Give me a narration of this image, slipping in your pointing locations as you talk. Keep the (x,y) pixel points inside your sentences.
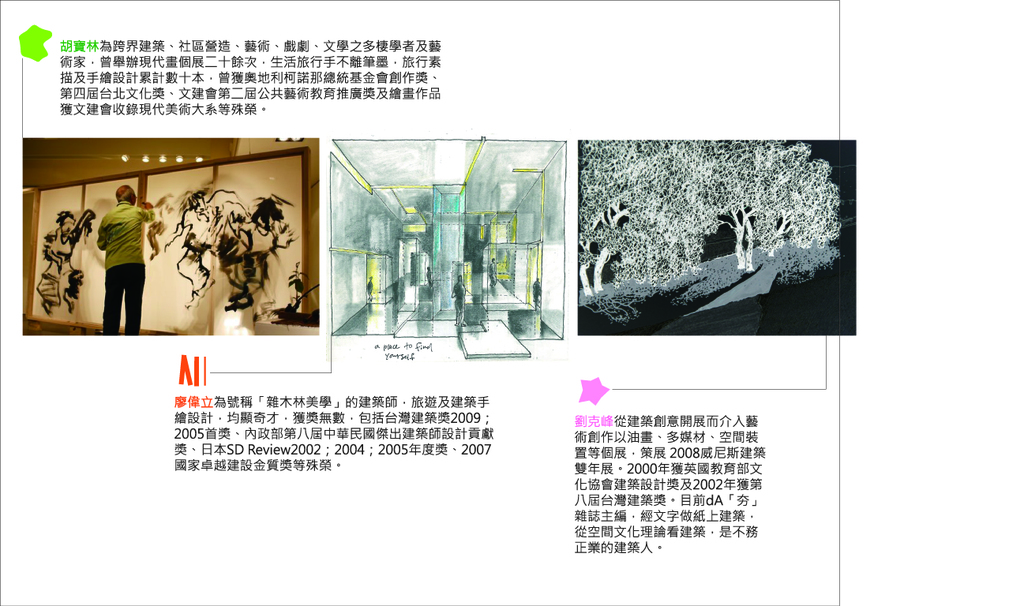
In this image there are three pictures (349,259) and text (96,68). Among them two pictures (687,311) are edited. We can see a person (122,214), trees (668,265), board (161,263), lights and objects (424,252).
